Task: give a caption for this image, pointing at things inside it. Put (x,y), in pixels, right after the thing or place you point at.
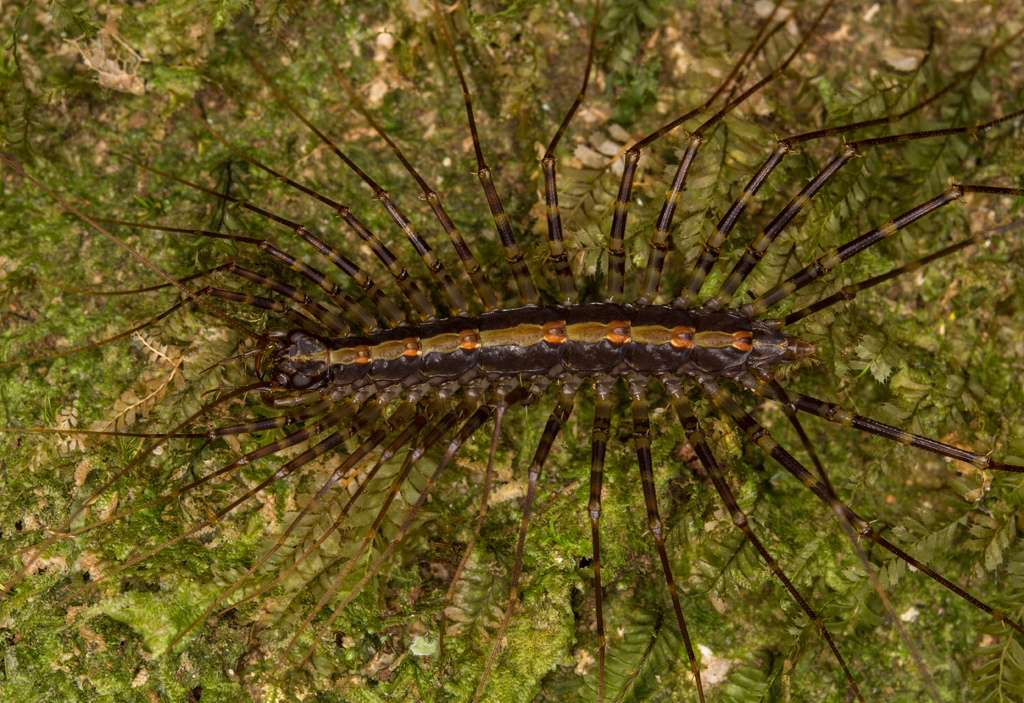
In this picture we can see an insect (802,407) and in the background (395,302) we can see leaves (168,399).
